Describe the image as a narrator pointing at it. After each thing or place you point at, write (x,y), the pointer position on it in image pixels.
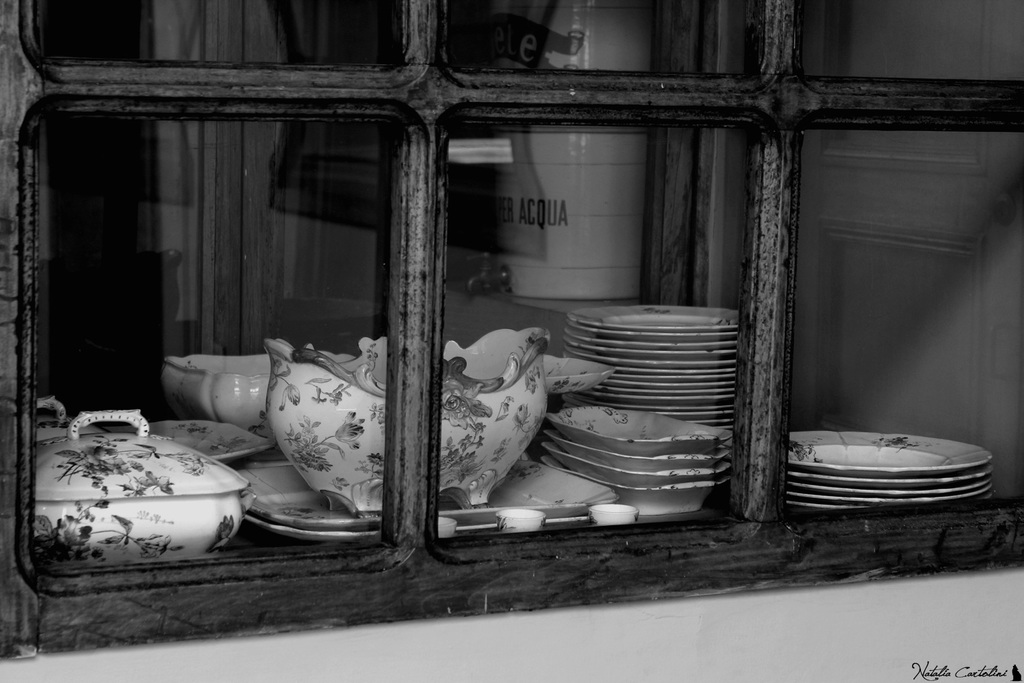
This is a black and white image. In this image we can see crockery (459,349) placed in the cupboard (832,417).
